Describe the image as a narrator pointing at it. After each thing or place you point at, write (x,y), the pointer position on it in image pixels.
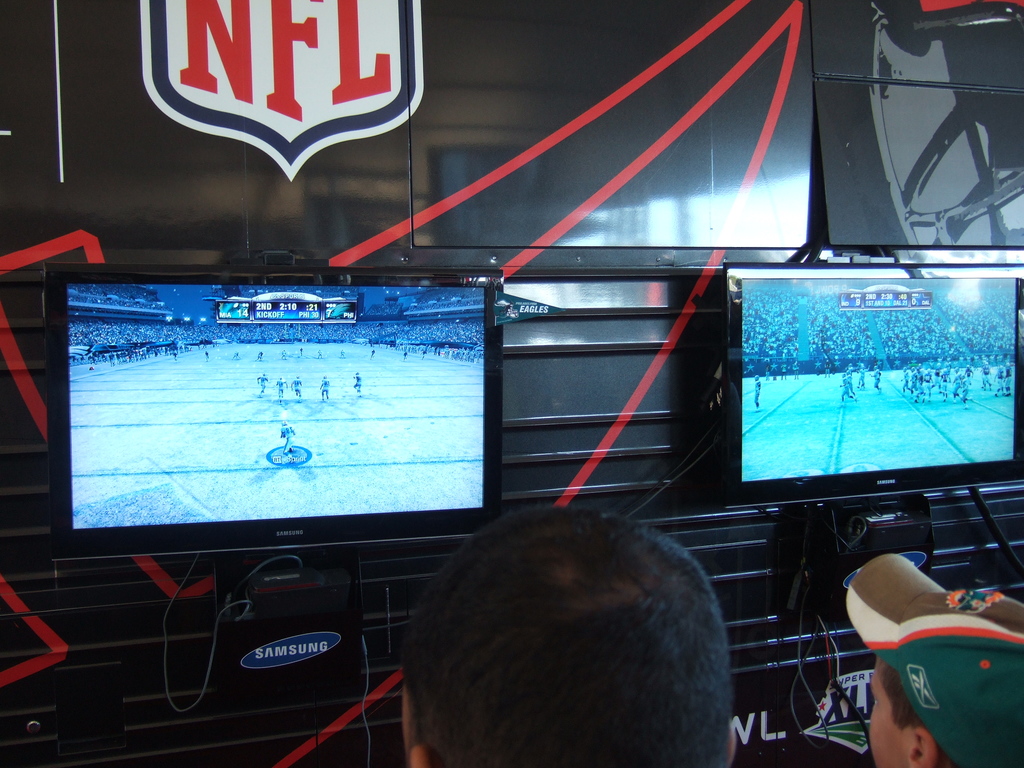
In this image there are two person's (1003,647), a person (1003,647) with a hat (1009,663), and in the background (858,374) there are televisions (985,464) attached to the wall (40,483), cables (992,533), digital set top boxes (927,529), boards (96,49).
